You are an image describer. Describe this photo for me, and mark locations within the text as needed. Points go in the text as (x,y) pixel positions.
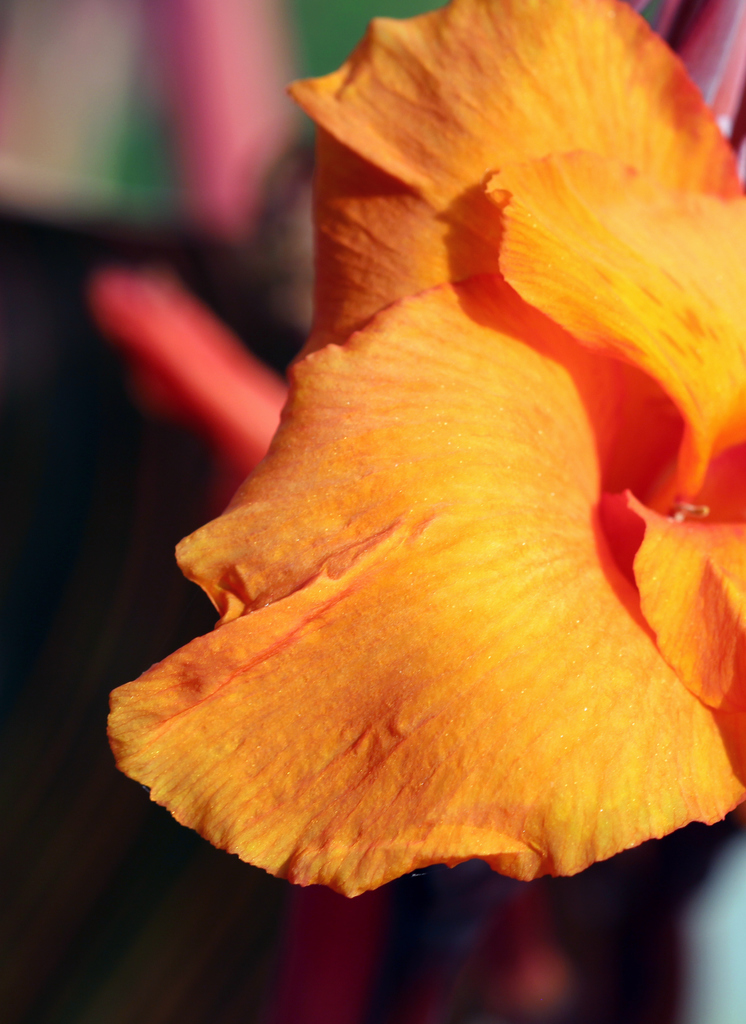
In this image I can see a flower (326,272) and background (2,808) is blurry.
